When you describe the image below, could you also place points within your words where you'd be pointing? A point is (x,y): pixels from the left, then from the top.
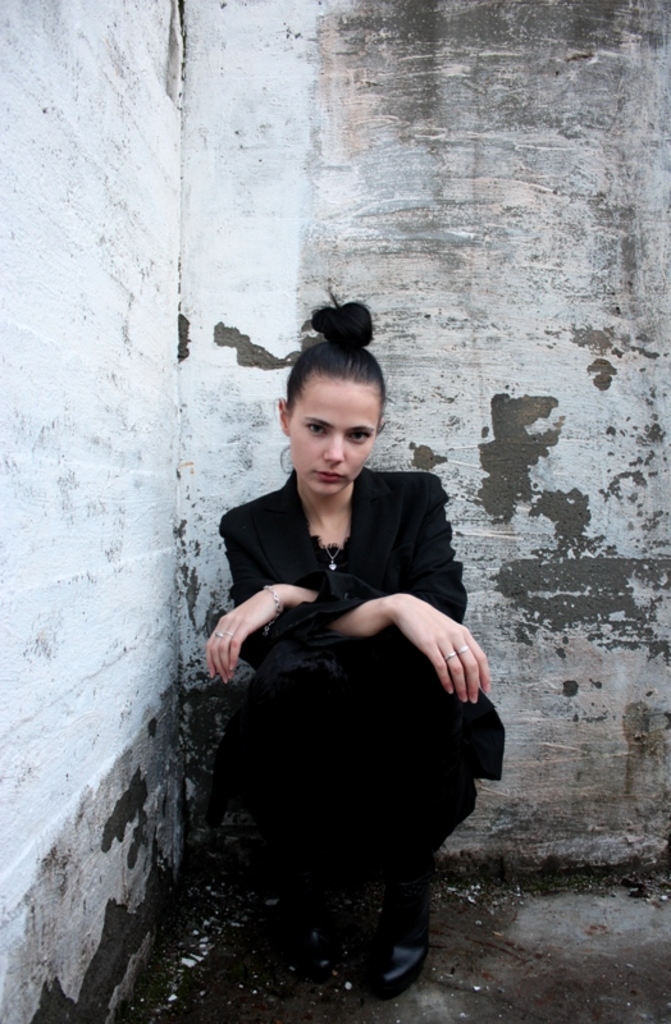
In the image there is woman (341,576) sitting in front of a wall (16,827), she is wearing a black dress (286,710).
